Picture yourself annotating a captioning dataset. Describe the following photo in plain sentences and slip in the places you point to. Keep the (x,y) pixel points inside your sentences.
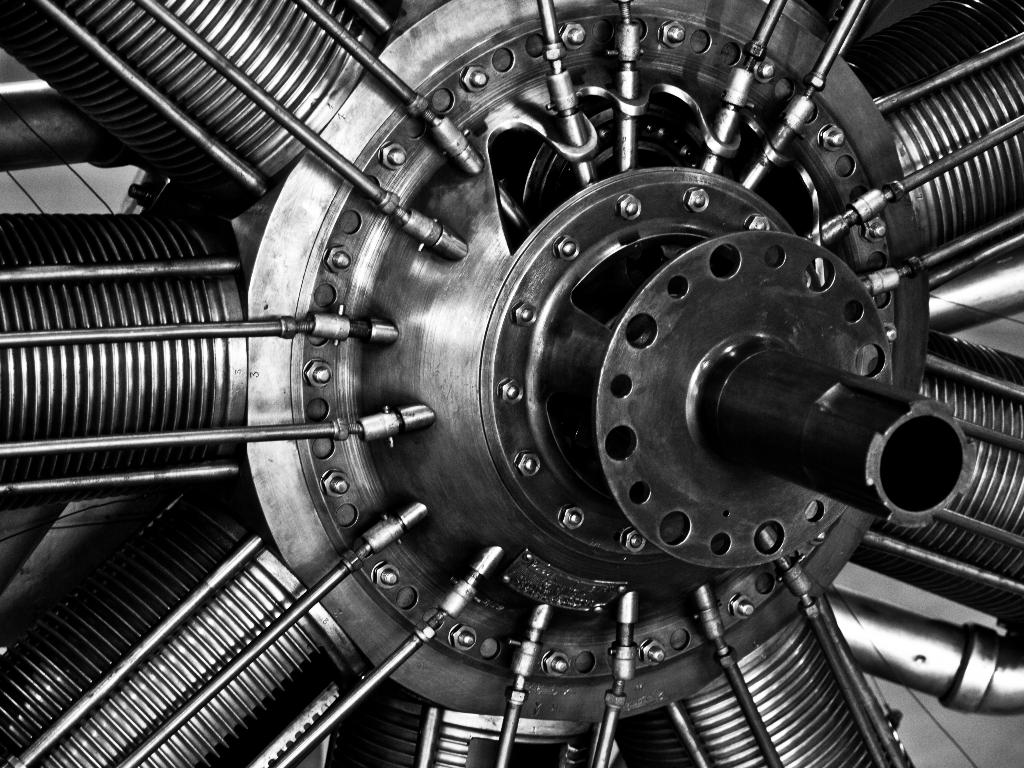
In this image we can see engine (466,252) and rods (374,426).
